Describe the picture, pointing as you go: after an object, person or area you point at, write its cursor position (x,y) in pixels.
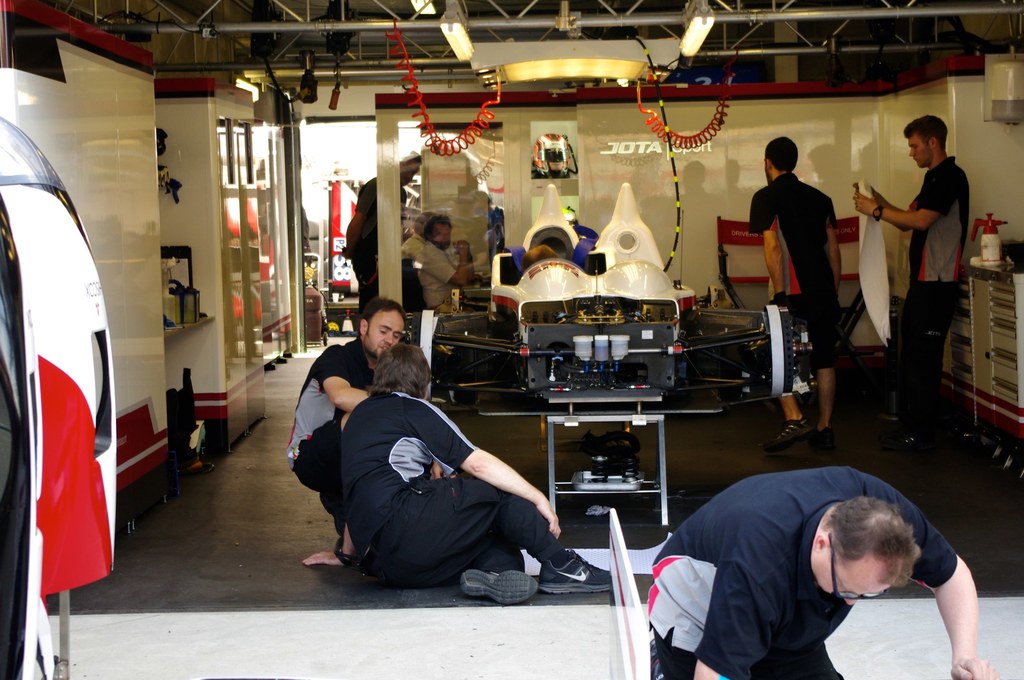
In this image I can see a room (886,186), in the room (731,184) I can see few persons (828,255), in the middle (650,286) there is a machine (674,352), at the bottom (746,519) there is a person (769,601) bending, on the left side (101,170) I can see two cupboards (174,169), at the top (311,29) there are some metal rods (499,10) and wires (421,110), lights (645,70) attached to it, on the right side (1007,355) there is a cup board (992,338) and two persons (947,229) visible in front of cup board (1002,268) and top of cup board (998,302) there is a jar (993,258) and the wall (800,137) visible.
